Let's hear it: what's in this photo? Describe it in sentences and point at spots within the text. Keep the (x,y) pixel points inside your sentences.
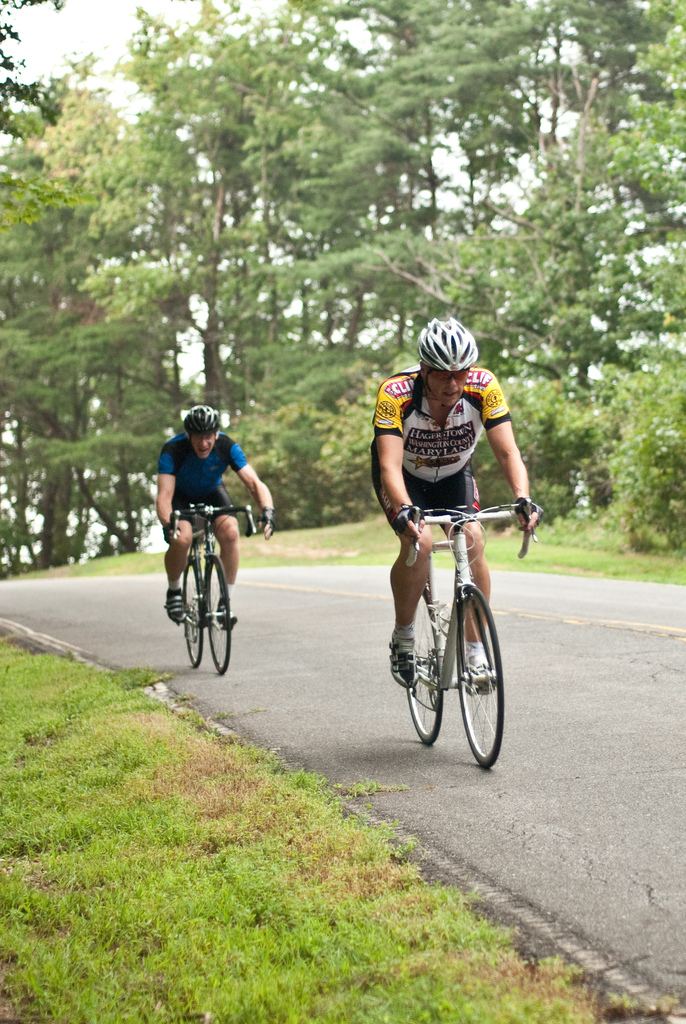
Here I can see two men (378,487) wearing t-shirts (429,451), shorts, helmets (456,347) on the heads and riding the bicycles (186,593) on the road (322,753). On both sides of the road (582,890) I can see the grass (122,830). In the background (313,277) there are many trees (201,277).
